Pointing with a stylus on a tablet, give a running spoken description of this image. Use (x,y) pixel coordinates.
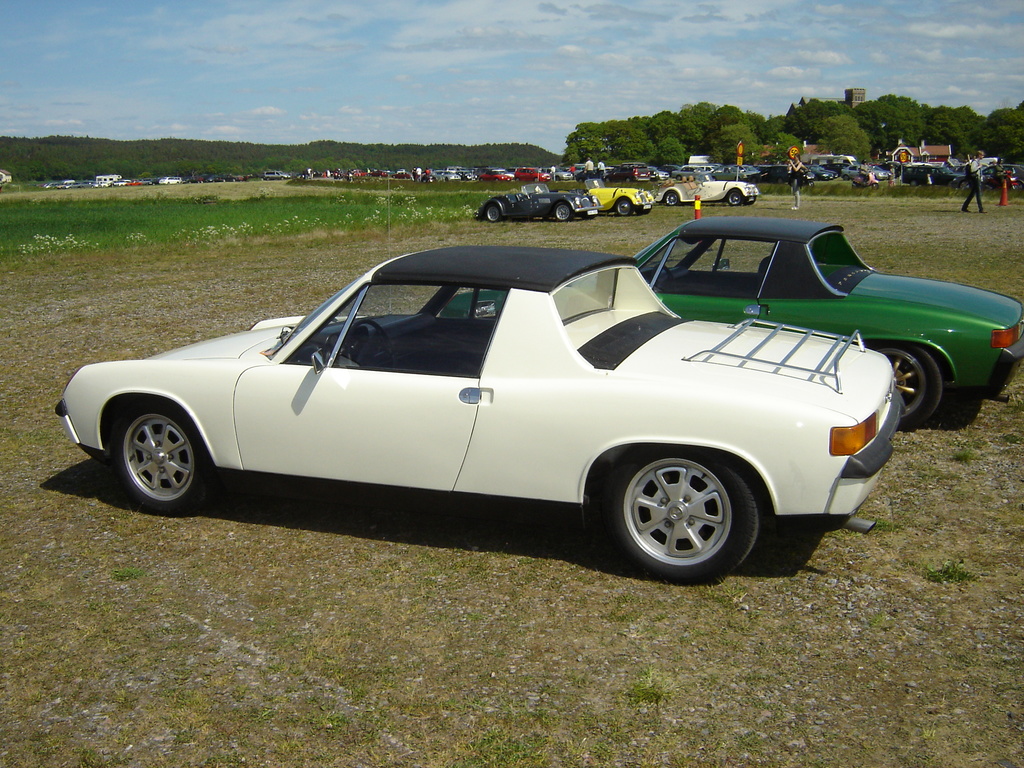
In this image we can see many cars (198,180). On the ground (173,194) there is grass (181,227). In the back (776,118) there are trees (703,122). In the background (389,90) there is sky (487,52) with clouds (744,46).
